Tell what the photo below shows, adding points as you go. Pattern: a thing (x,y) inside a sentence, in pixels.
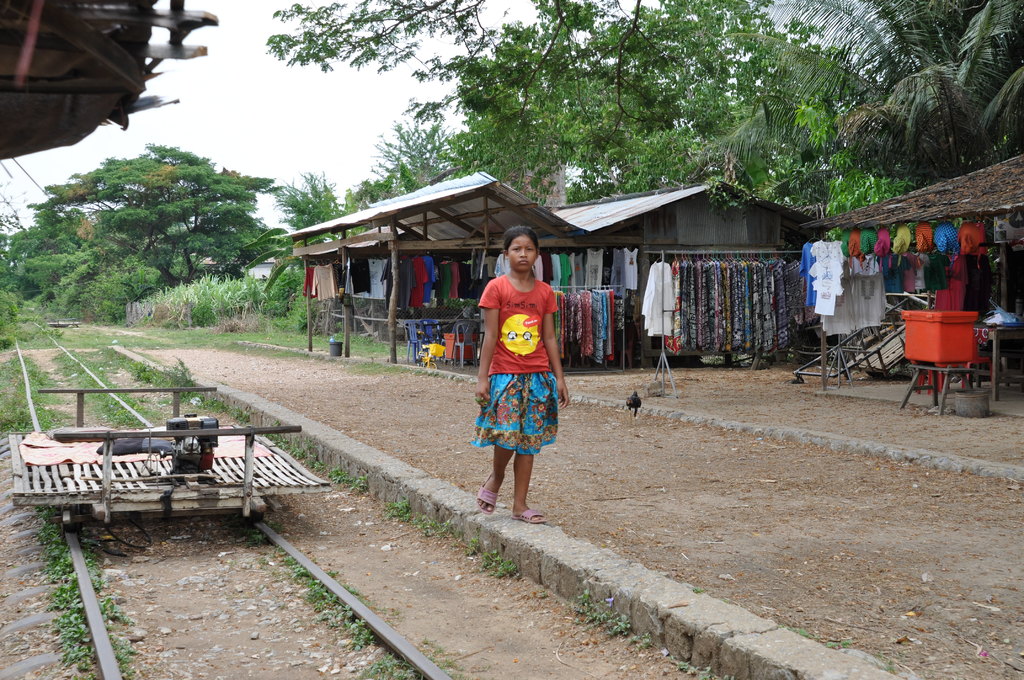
This picture shows couple of houses (748,207) and we see clothes (685,285) hanging to the hangers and we see a plastic box (925,333) on the table (941,370) and we see a railway track (354,613) on the side and we see a girl (486,481) standing and we see trees (105,289) and a cloudy Sky (284,95).
